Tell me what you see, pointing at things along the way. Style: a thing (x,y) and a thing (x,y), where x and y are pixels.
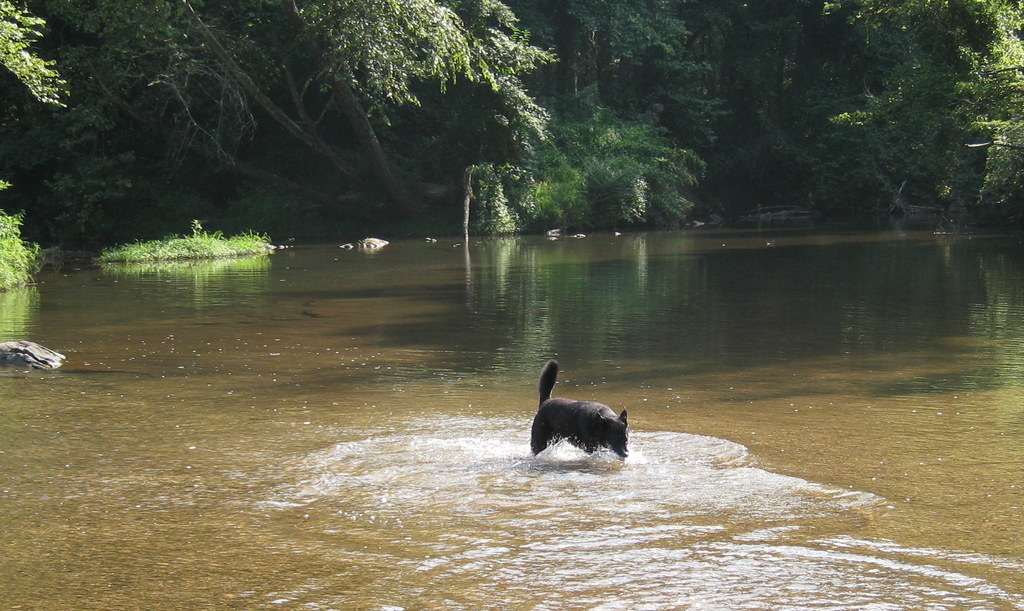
In this image we can see a dog (573,432) on the surface (394,398) of the lake (532,494). In the background (386,132) we can see many trees (634,98).
